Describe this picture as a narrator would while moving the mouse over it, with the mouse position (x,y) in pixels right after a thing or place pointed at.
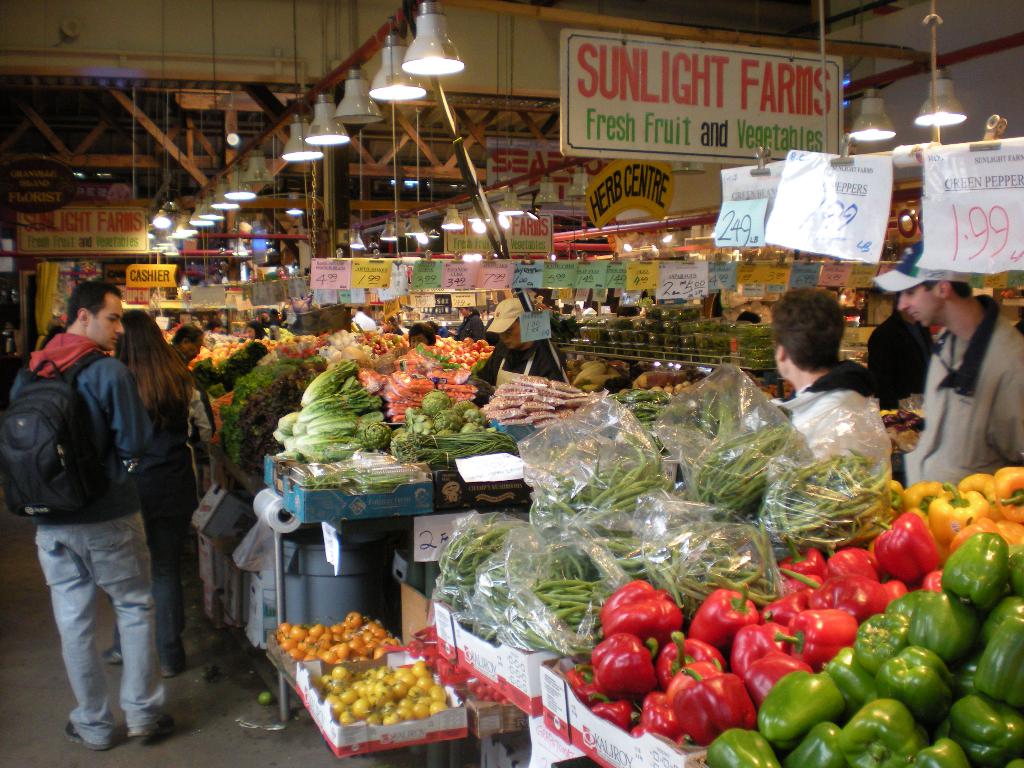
In this image I can see few vegetables (340,426) in the cardboard boxes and I can see few people (806,304) standing, few boards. In the background (664,236) I can see few lights (882,135).
